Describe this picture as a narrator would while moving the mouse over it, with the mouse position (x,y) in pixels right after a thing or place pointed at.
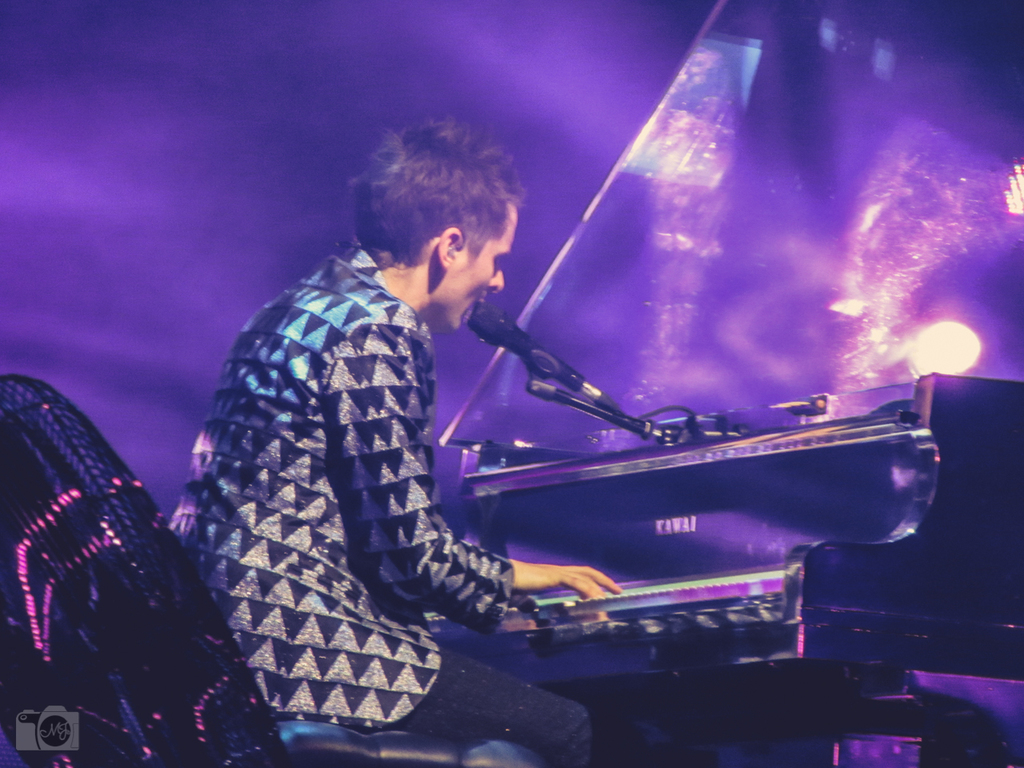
In the image there is a man (293,517) with black dress (325,535) is sitting. In front of him there is a piano (560,506) and in front of his mouth (478,300) there is a mic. And there is a violet background (233,224).
